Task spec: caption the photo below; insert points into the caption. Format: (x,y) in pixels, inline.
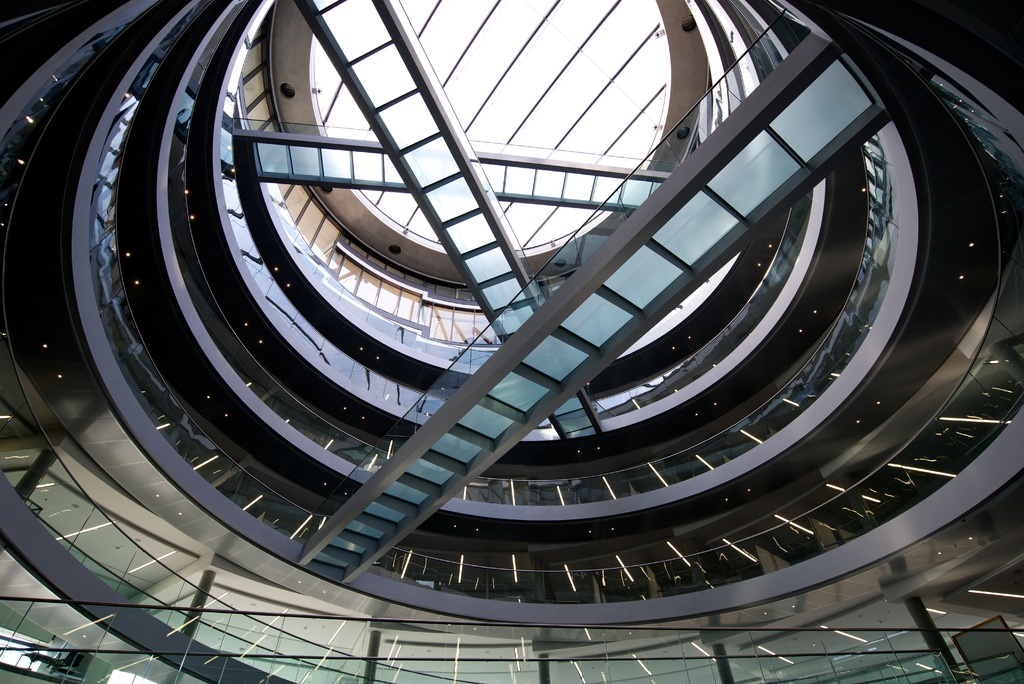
In this image I can see the interior of the building (442,537). I can see the floors (407,592) of the buildings (363,370), few bridges (377,534), the glass railing (160,638), number of lights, the white colored ceiling (204,540) and few windows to the left bottom of the image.
